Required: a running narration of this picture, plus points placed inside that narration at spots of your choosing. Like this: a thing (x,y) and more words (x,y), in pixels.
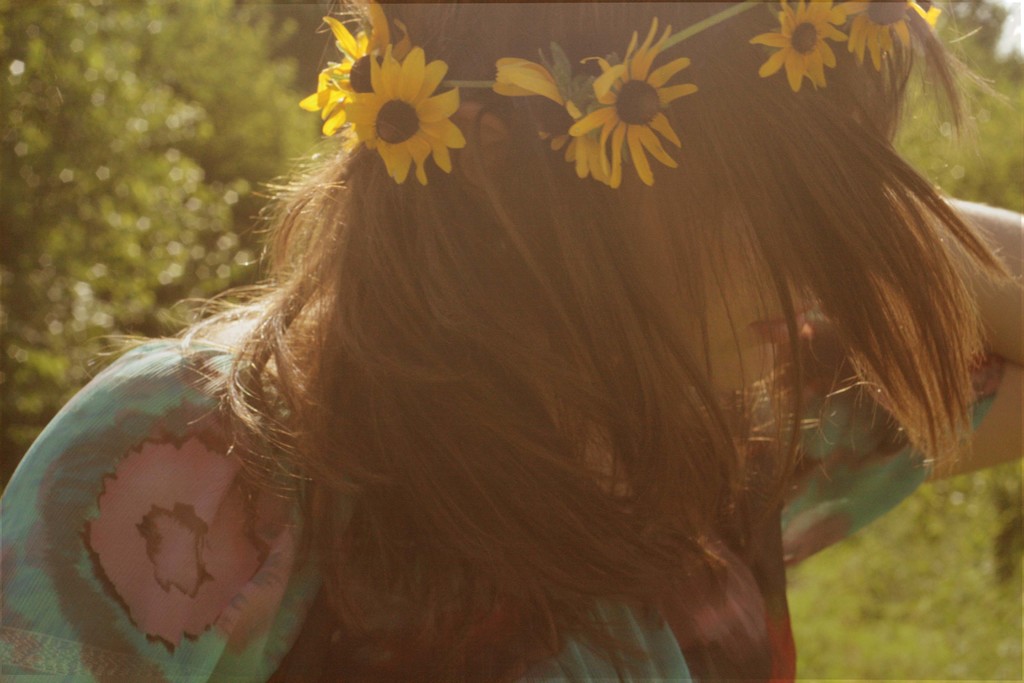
In this image I see a woman (404,296) and I see a tiara (370,145) on her head (490,37) and it is green in the background (946,613) and I can also see that it is blurred in the background (979,112).
